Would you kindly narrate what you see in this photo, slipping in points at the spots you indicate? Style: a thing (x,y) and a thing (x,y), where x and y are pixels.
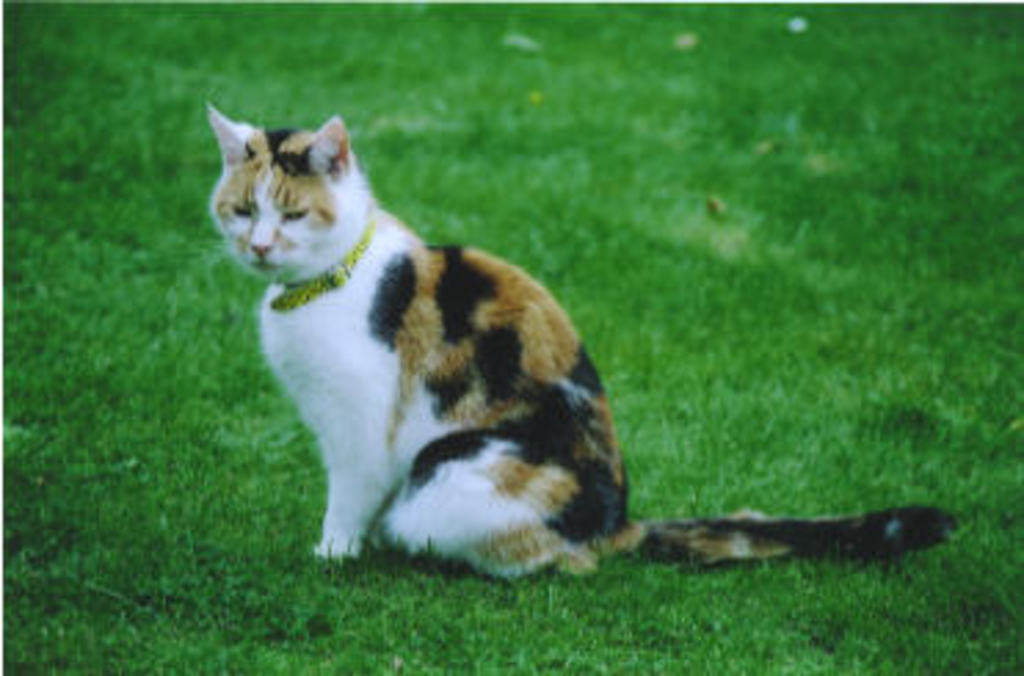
This image consists of a cat (354,216) which is in white and brown color. At the bottom (605,614), there is green grass (299,513).
